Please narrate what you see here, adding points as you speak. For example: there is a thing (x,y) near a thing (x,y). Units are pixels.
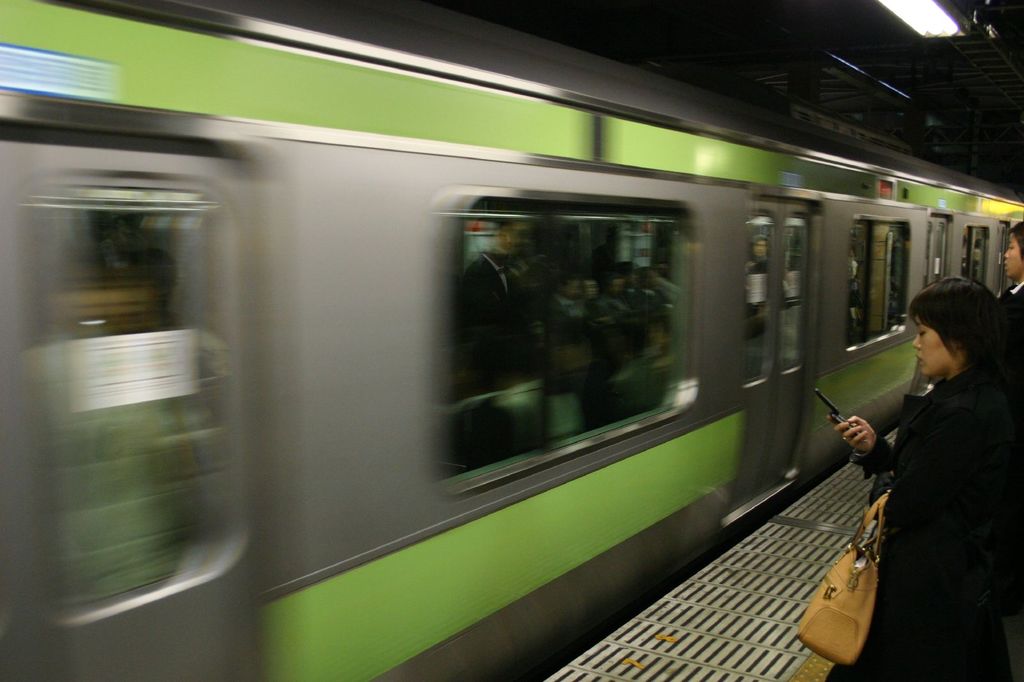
On the right side (1007,649) there are two persons (958,360) were standing on the platform (770,656). She is holding a bag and mobile phone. On the left (341,294) we can see the train (791,318) which is moving. Inside the train (887,286) we can see many peoples (504,369) were sitting and standing. In the top right corner (944,20) we can see the tube lights (919,14).
